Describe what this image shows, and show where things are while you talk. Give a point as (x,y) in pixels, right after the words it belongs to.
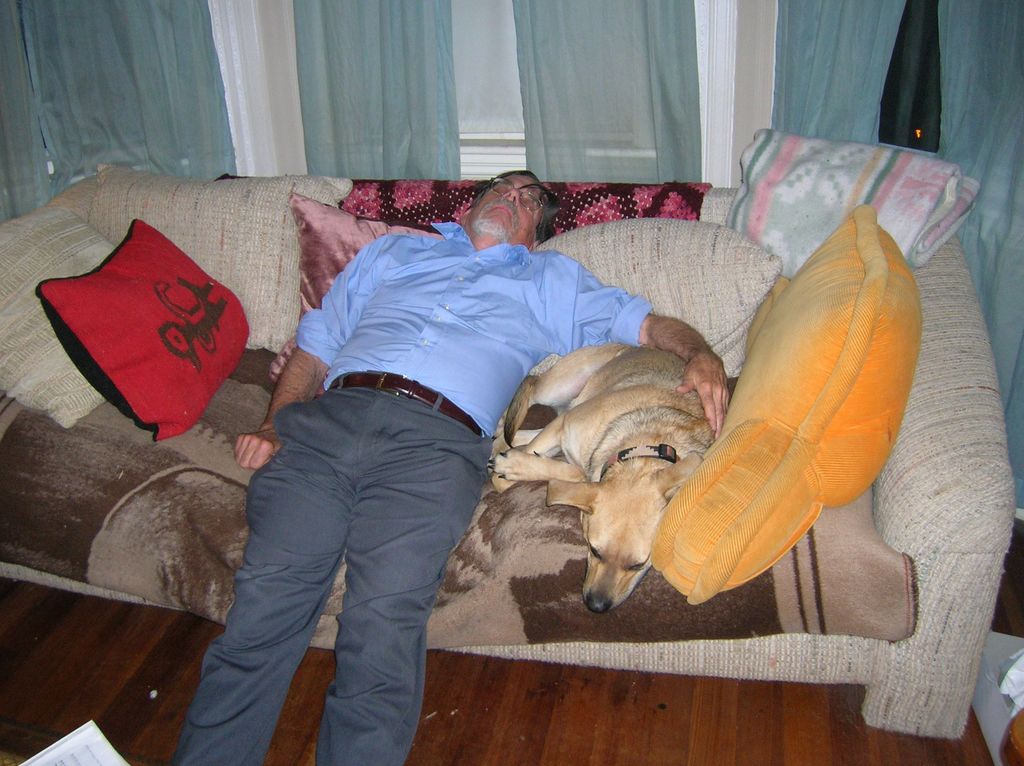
In this image we can see a person (406,500) is lying on the sofa (972,623) and he is keeping his hand (705,405) on a dog (645,398). In the background of the image (664,135) we can see the curtains (433,121).
